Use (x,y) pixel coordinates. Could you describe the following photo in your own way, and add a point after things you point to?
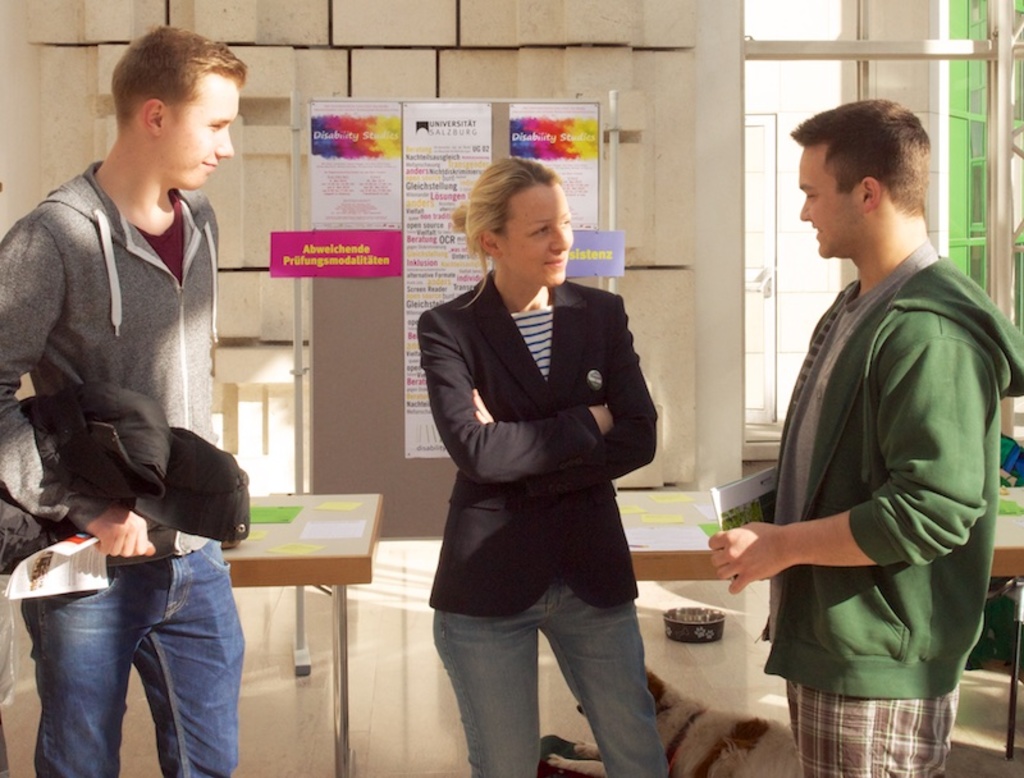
On the left side of the image (166,453) we can see a person (139,592) is standing and holding a book (57,584) in his hands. In the middle of the image (539,448) we can see a lady (551,533) is standing. On the right side of the image (947,710) we can see a person (928,705) is standing and holding a book (710,489) in his hands (735,573).
